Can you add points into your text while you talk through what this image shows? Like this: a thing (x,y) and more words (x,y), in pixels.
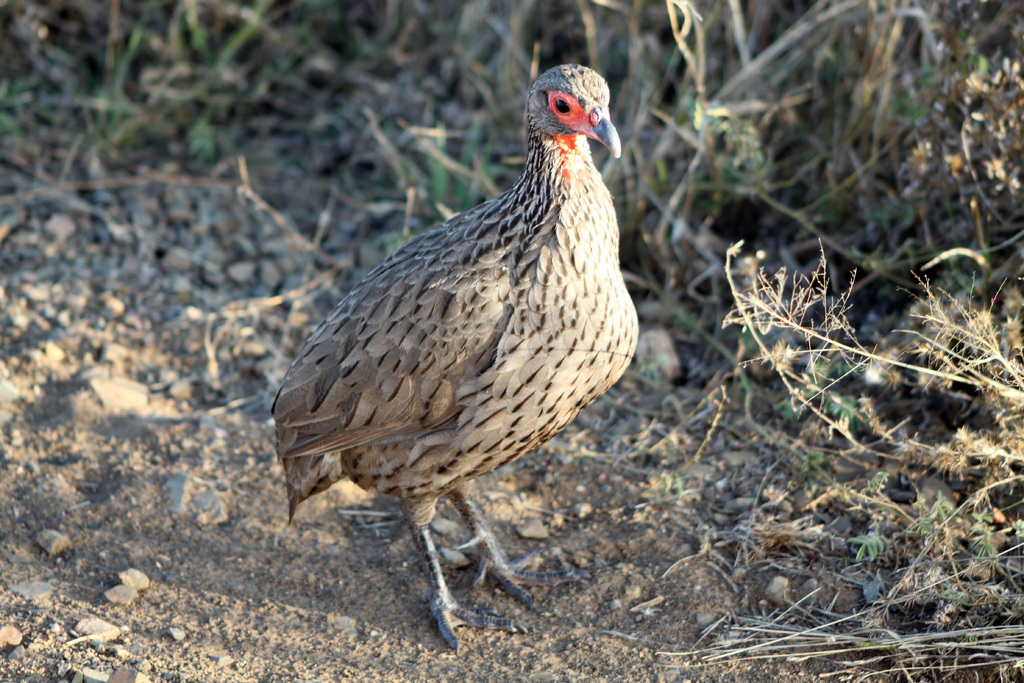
This image is taken outdoors. At the bottom of the image (215,606) there is a ground (242,618) with grass (918,535) and pebbles (154,265) on it. In the background (263,71) there are a few plants (641,62). In the middle of the image (456,293) there is a bird (506,424) on the ground (591,496).
